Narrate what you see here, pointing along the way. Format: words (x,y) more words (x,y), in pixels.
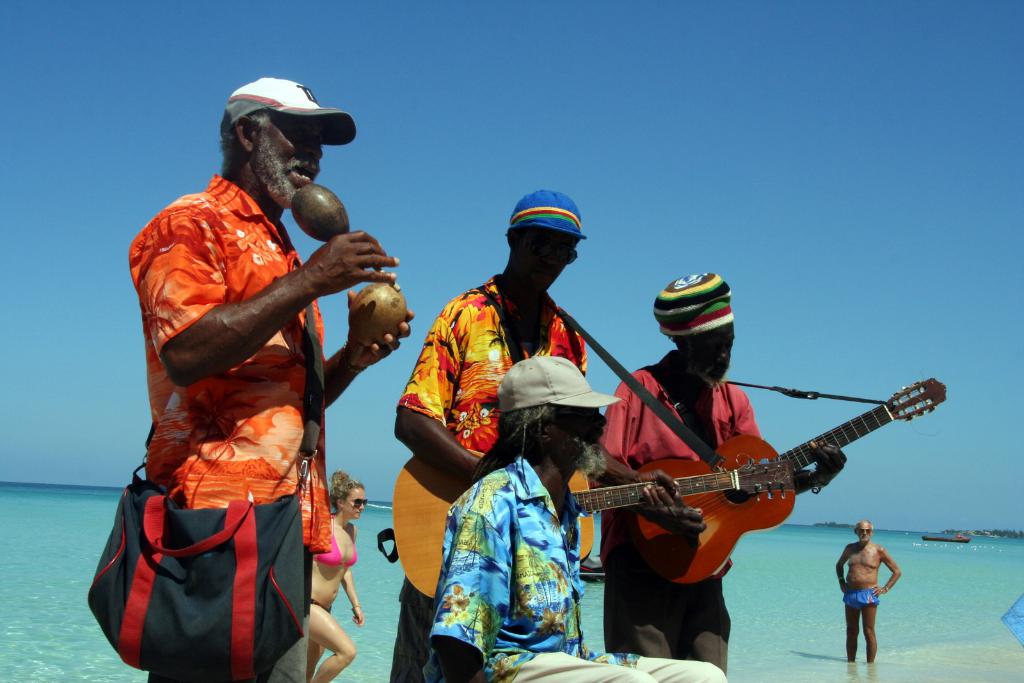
In this picture we can see four men (523,447) where two are playing guitars (730,456) and other is carrying bag (308,319) and playing instrument (312,208) and here person (553,544) sitting and in background (331,577) we can see water (376,556), one woman (342,499) and one man (856,529) standing.
